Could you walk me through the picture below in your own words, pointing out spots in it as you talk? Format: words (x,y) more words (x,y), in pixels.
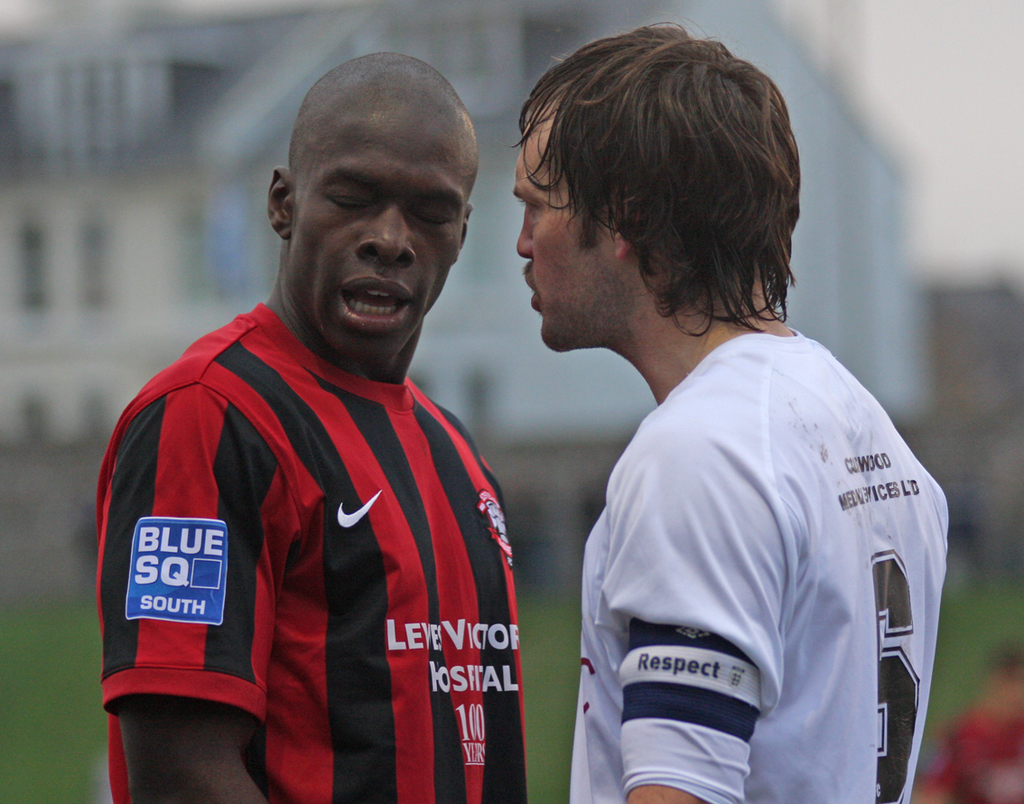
As we can see in the image in the front (680,709) there are two people (428,621) standing. The man (638,321) on the right side (738,476) is wearing white color t shirt (788,560). The man (343,482) on the left side (317,381) is wearing black and red color t shirt (299,628). In the background (443,297) there is a building (92,130) and the background (551,16) is blurred.
